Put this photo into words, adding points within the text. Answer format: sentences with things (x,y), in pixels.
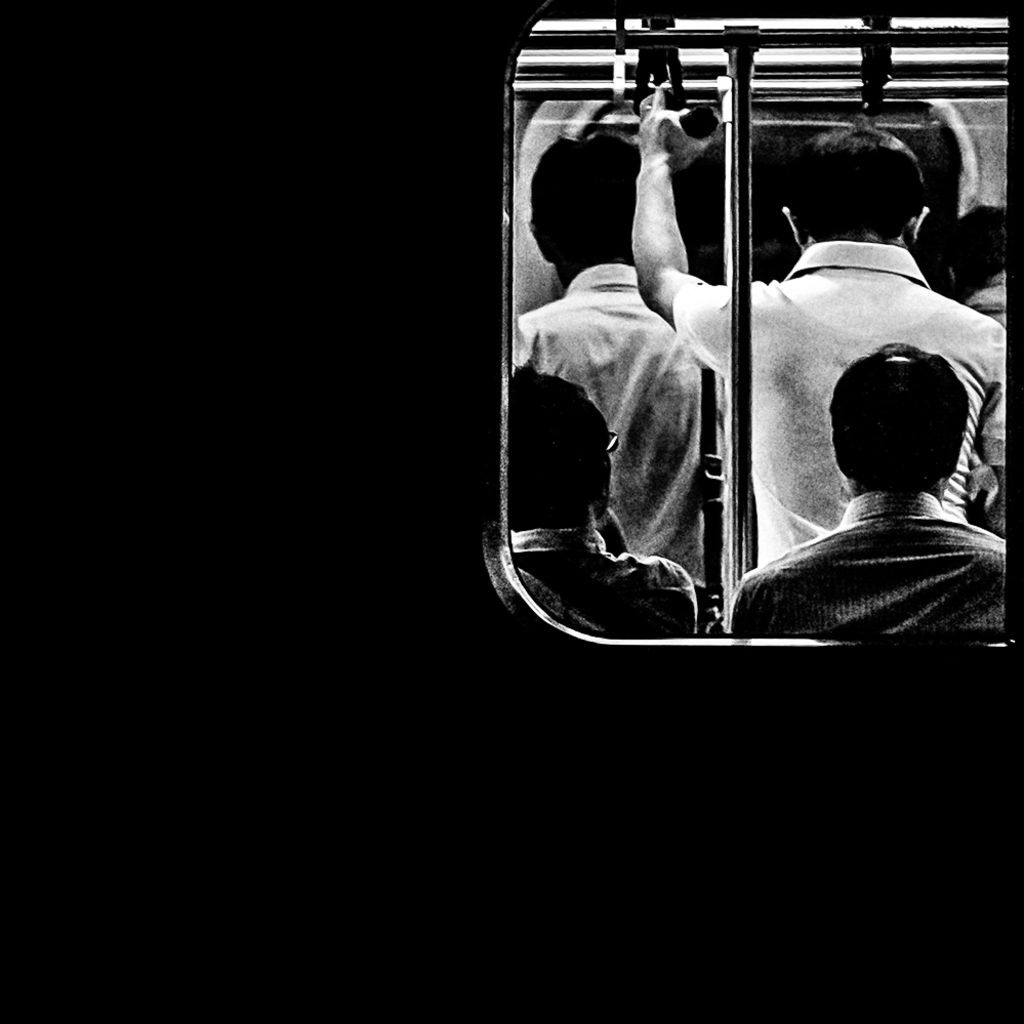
In this image there are persons (636,413) standing and sitting. The man (802,324) in the center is standing and holding a rope (648,57) which is on the top (667,71).
